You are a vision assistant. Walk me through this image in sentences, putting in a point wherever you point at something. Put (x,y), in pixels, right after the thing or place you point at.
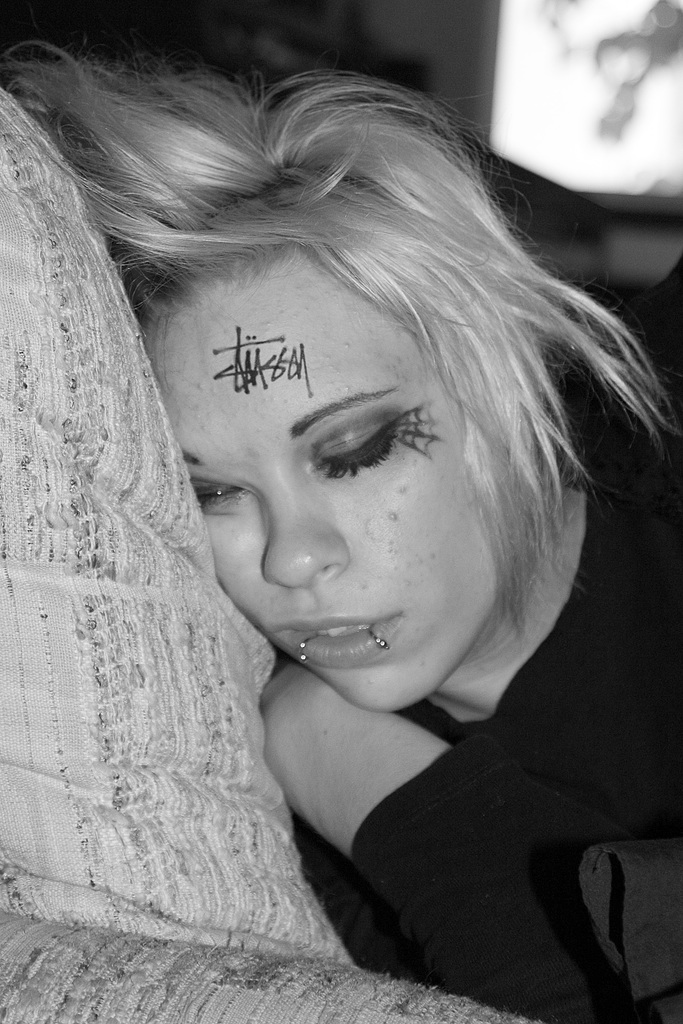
This picture shows a woman (428,397) laying on the pillow (159,516). She wore a black dress (456,864) and we see painting (267,373) on her face (271,395).
